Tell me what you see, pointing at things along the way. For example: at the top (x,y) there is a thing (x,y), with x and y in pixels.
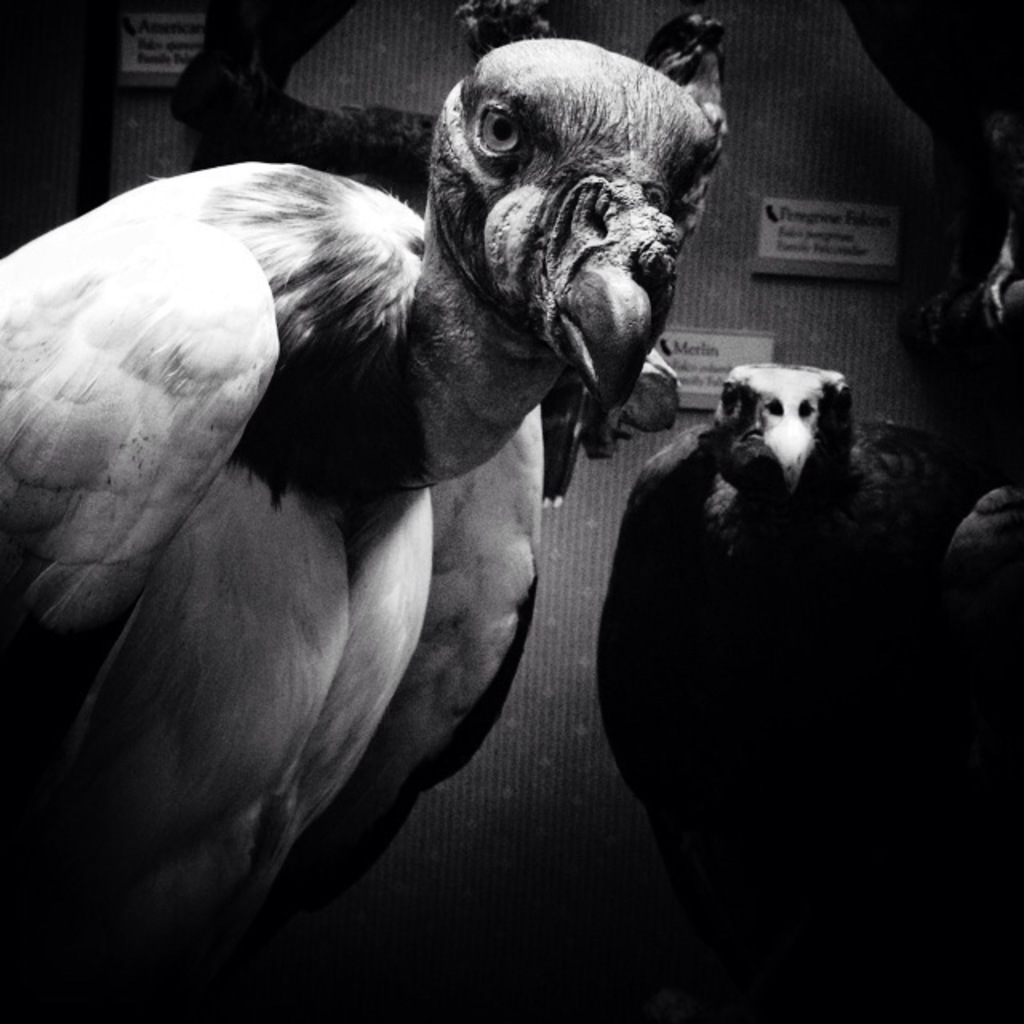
It is a black and white image, there are two vultures (464,705) in the picture and in background (723,278) there are some posters (766,216) attached to the wall (891,289).
